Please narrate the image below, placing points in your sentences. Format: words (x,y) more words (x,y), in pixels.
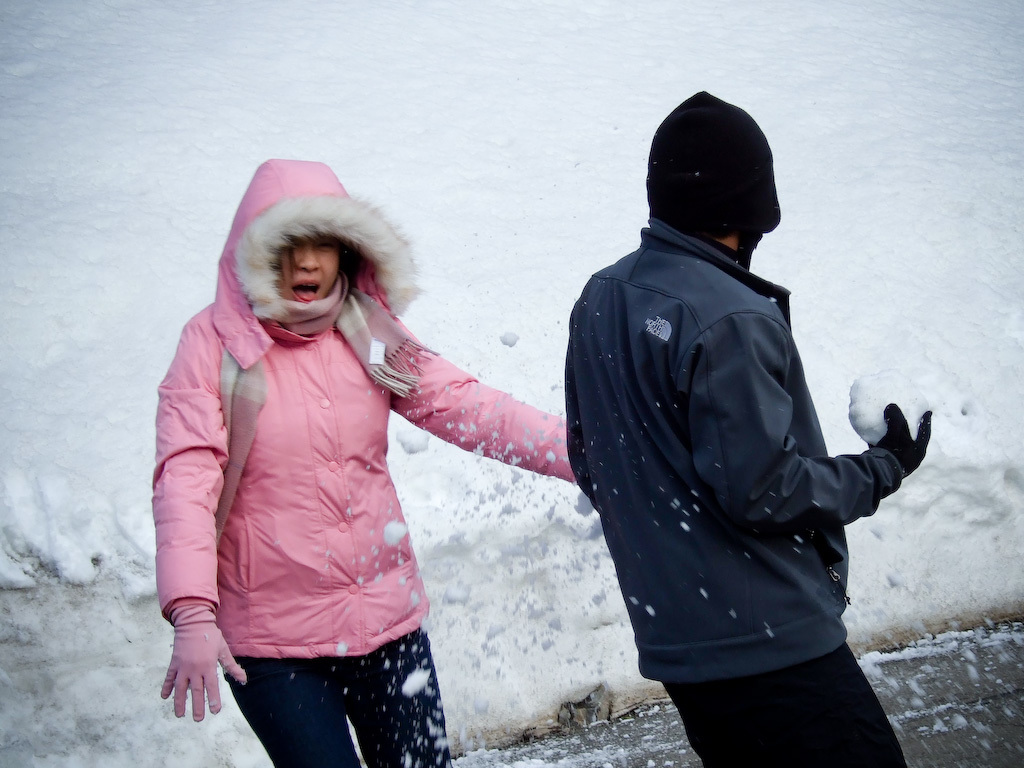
In the center of the image (681,295) we can see a man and a lady (293,633) standing. In the background (154,177) there is snow (93,449).
